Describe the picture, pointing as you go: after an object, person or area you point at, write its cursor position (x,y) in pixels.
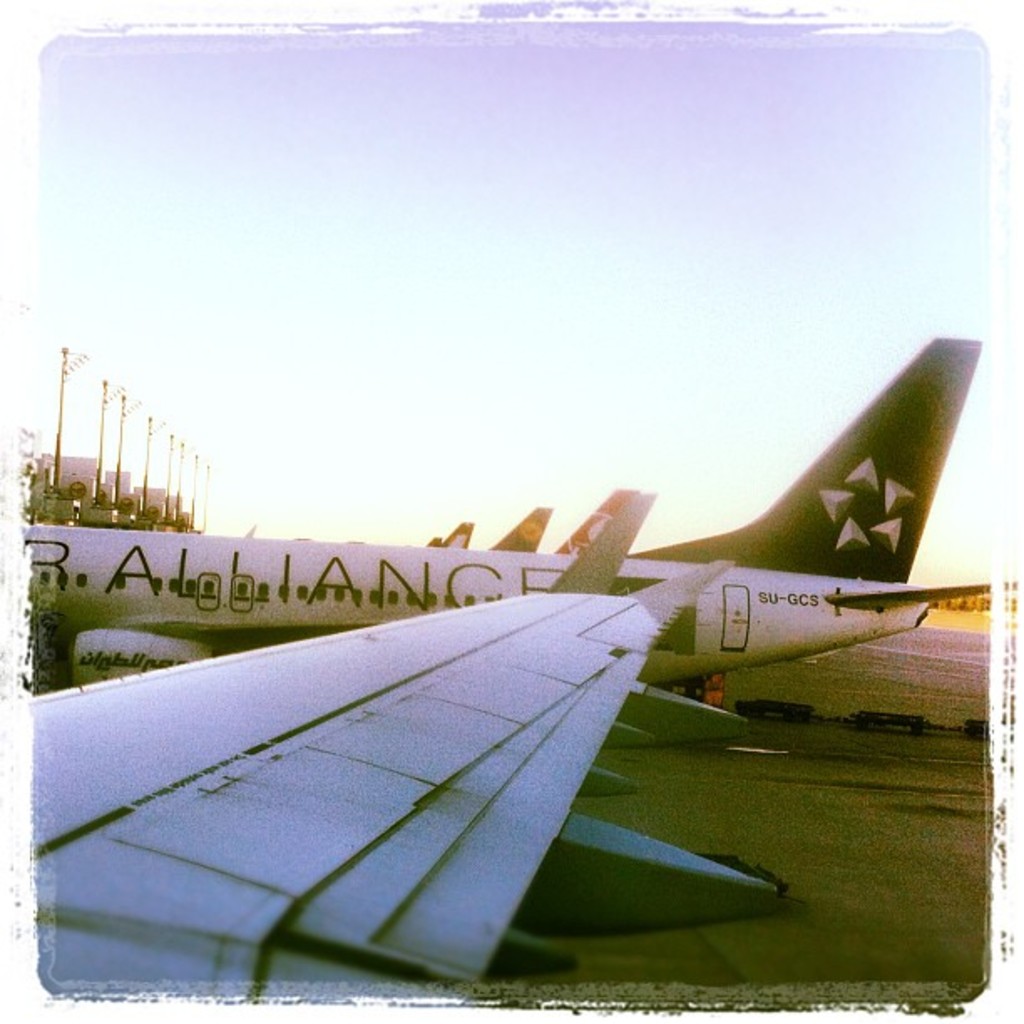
In the image in the center (412,605), we can see few airplanes (436,668), which are in white color. In the background (616,155) we can see the sky (586,167), poles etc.
